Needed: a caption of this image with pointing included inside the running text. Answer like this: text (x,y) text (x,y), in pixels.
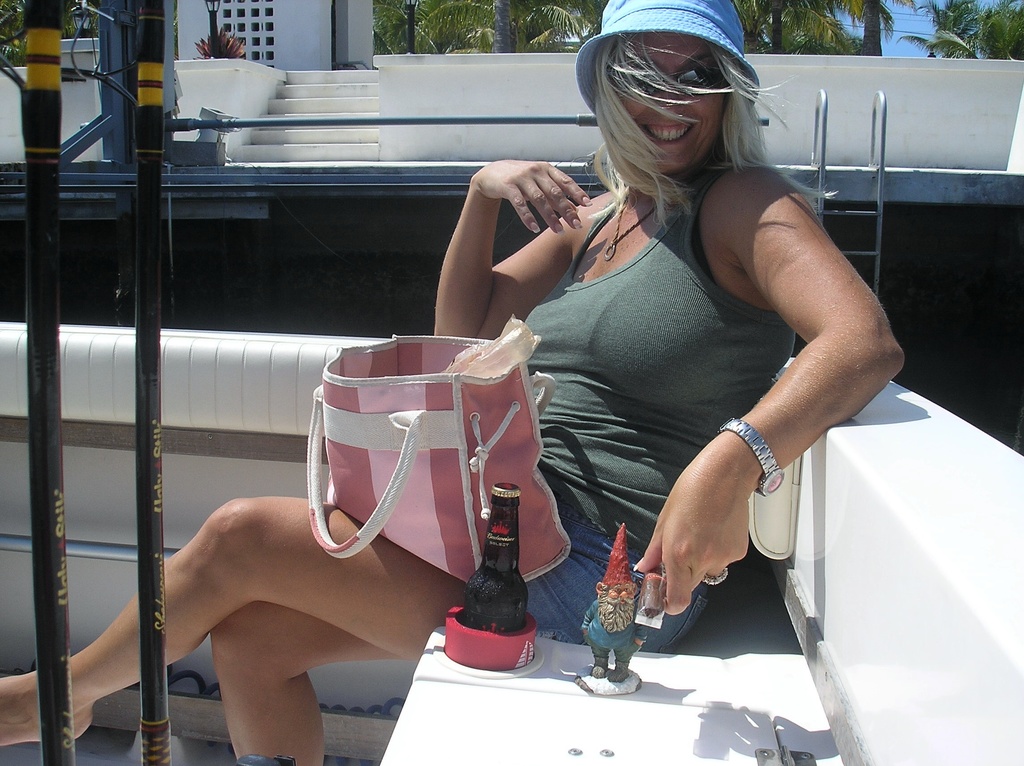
In this image in the middle (630,429) there is a woman (565,380) she wears dress (642,403), hat (592,55) and watch (748,425) there is a bag (440,465) on her lap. In the middle (497,495) there is a bottle (513,625) and toy (614,624). In the background (885,50) there are trees (810,25), sky (920,24), staircase (338,112), light (214,11) and wall (285,57).
